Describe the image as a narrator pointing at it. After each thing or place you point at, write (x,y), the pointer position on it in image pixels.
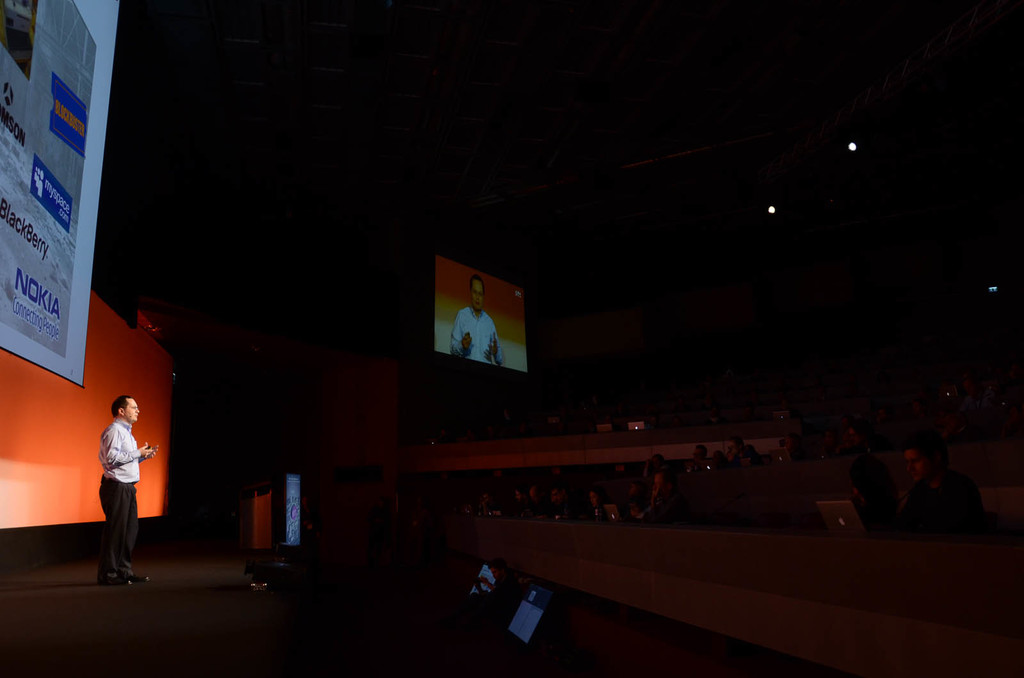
Here in this picture on the left side (106,515) we can see a person (111,515) standing on the stage (89,630) and speaking something and behind him we can see a projector screen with something projected on it and in the middle (512,357) we can see a monitor screen (473,340) present and in front of him we can see number of people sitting over the hall (530,468) and on the stage (56,636) we can see a speech desk (267,501) present and on the roof (746,208) we can see lights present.
